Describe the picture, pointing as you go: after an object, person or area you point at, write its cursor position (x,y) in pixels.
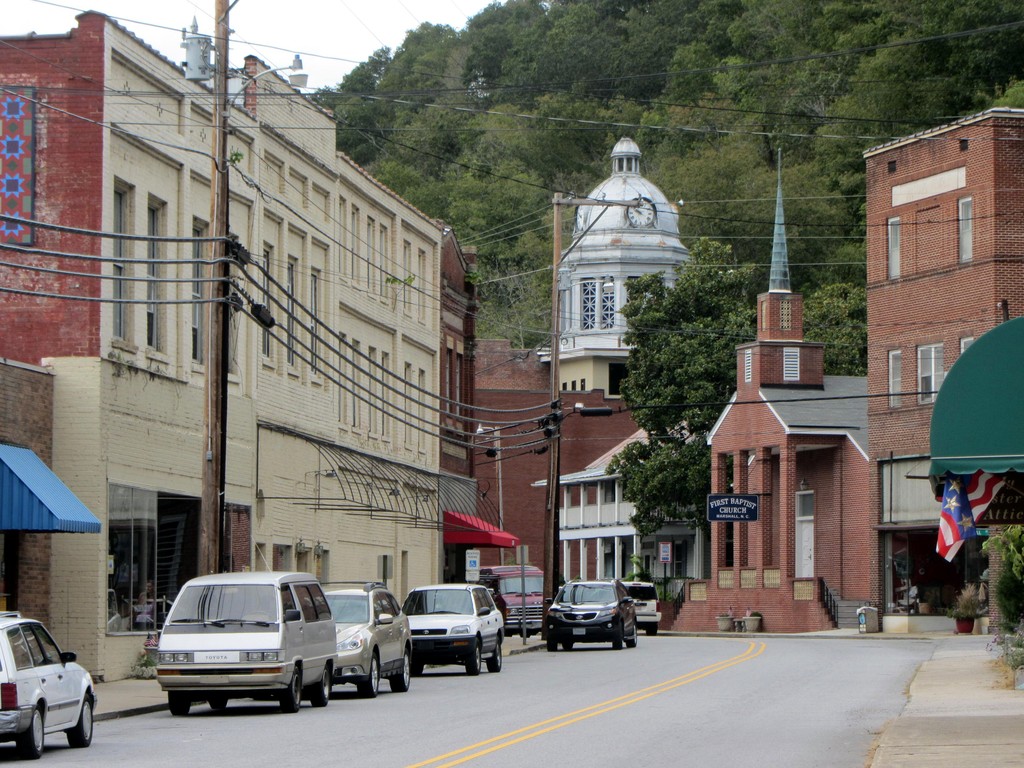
In this image I can see few vehicles (41,746) on the road (823,641), background (197,185) I can see few electric poles (225,266), buildings (191,203) in cream, brown and white color, trees (731,98) in green color and the sky (316,31) is in white color.
